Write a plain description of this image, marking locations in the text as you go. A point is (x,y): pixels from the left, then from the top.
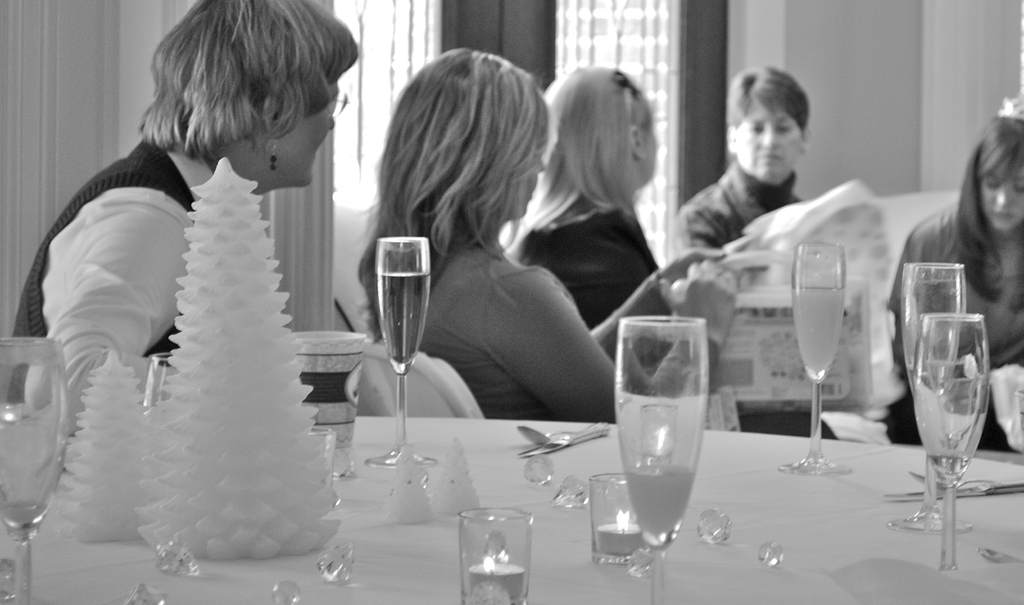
There are many ladies (601,116) sitting. In the front (800,554) there is table (760,574). On the table (799,491) there are glasses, candles (496,561) in glasses (527,545), some decorative items (236,432). In the background (429,22) there are curtains (385,50), windows (386,25).
